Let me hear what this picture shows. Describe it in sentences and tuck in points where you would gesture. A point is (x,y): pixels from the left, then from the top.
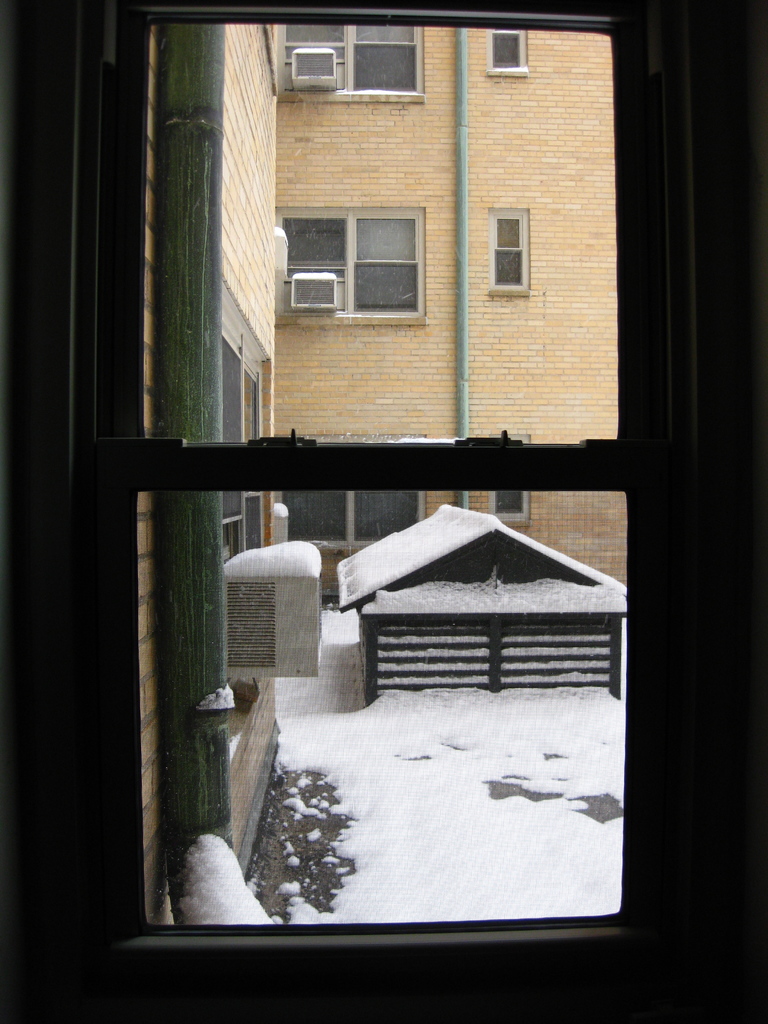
In this picture there is a window (307,410) in the center of the image (317,399) and there is a building (463,212), on which there are windows (336,31) and a small hut like structure (451,641) outside the window (340,940).
